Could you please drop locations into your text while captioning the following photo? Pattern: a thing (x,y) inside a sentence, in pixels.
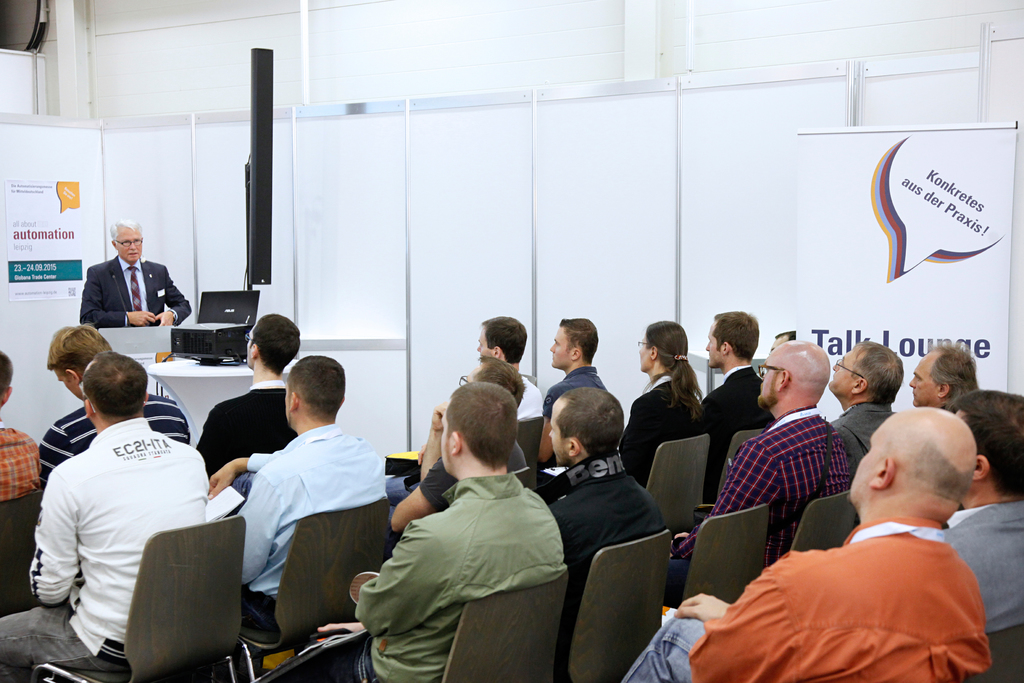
In this image we can see a man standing beside a table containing a device (220,337) and a laptop (219,314) on it. We can also see some boards (282,305), a speaker (271,104) to a stand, a paper (78,280) pasted on a board (18,348) and a banner (934,223) with some text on it. On the bottom of the image (633,525) we can see a group of people (579,548) sitting.
